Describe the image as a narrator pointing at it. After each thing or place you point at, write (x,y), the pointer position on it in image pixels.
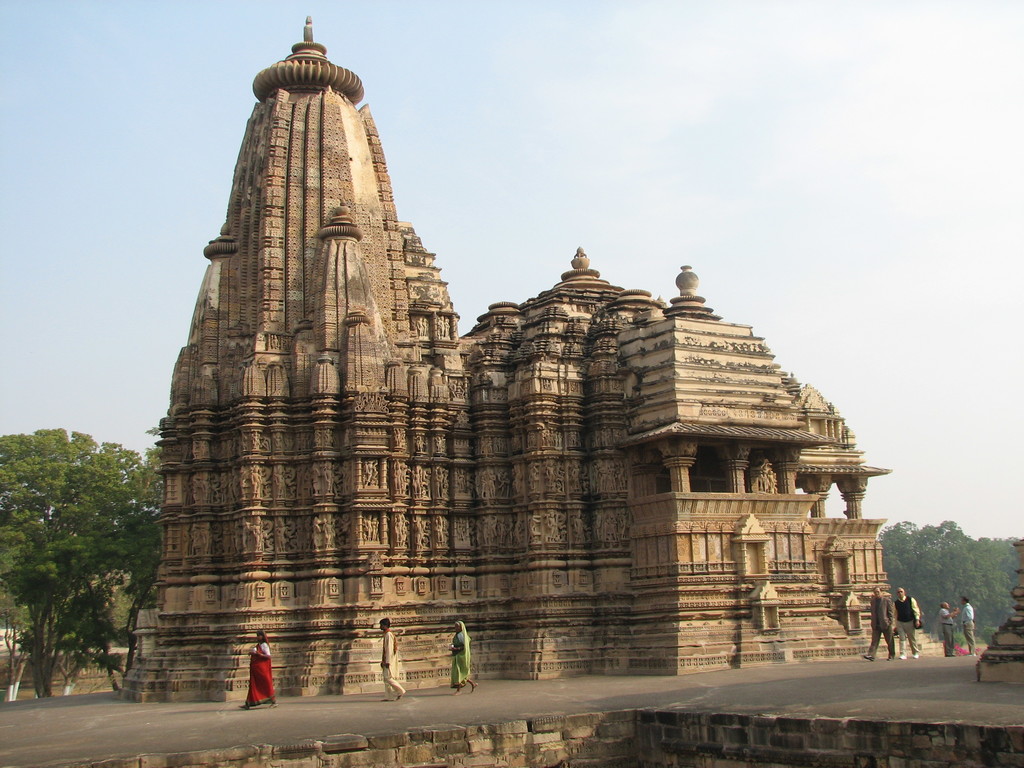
On the left side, there are three persons (393,640) walking on the road (798,675). Beside them, there is a temple (572,636). Beside this temple (247,589), there are trees (138,545). On the right side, there are four persons (873,606). Two of them (900,614) are walking. Beside them, there is an object (1002,639). In the background (982,542), there are trees (33,449) and there are clouds (613,106) in the sky (443,135).
